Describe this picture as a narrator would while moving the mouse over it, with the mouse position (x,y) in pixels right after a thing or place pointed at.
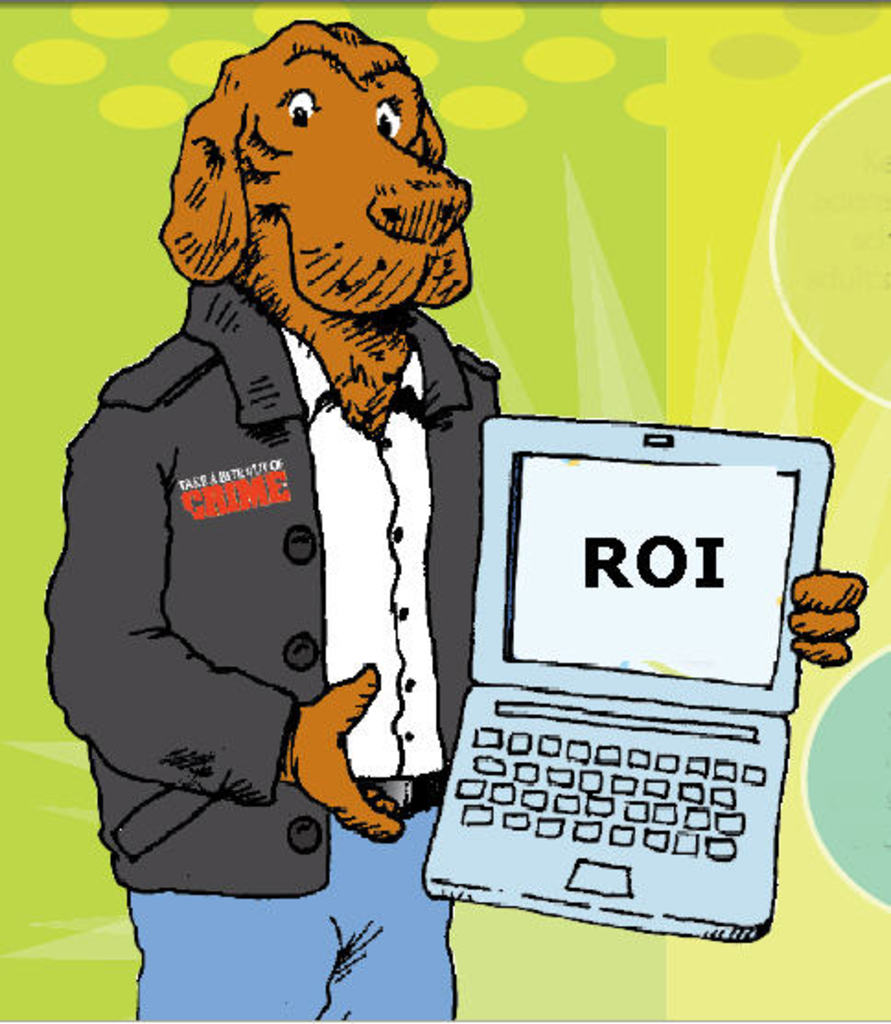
This is a drawing of a dog (228,278) wearing shirt (360,535), coat (288,569) and jeans (351,903) and holding a laptop (586,669). In the background (542,87) it is green and yellow color.
